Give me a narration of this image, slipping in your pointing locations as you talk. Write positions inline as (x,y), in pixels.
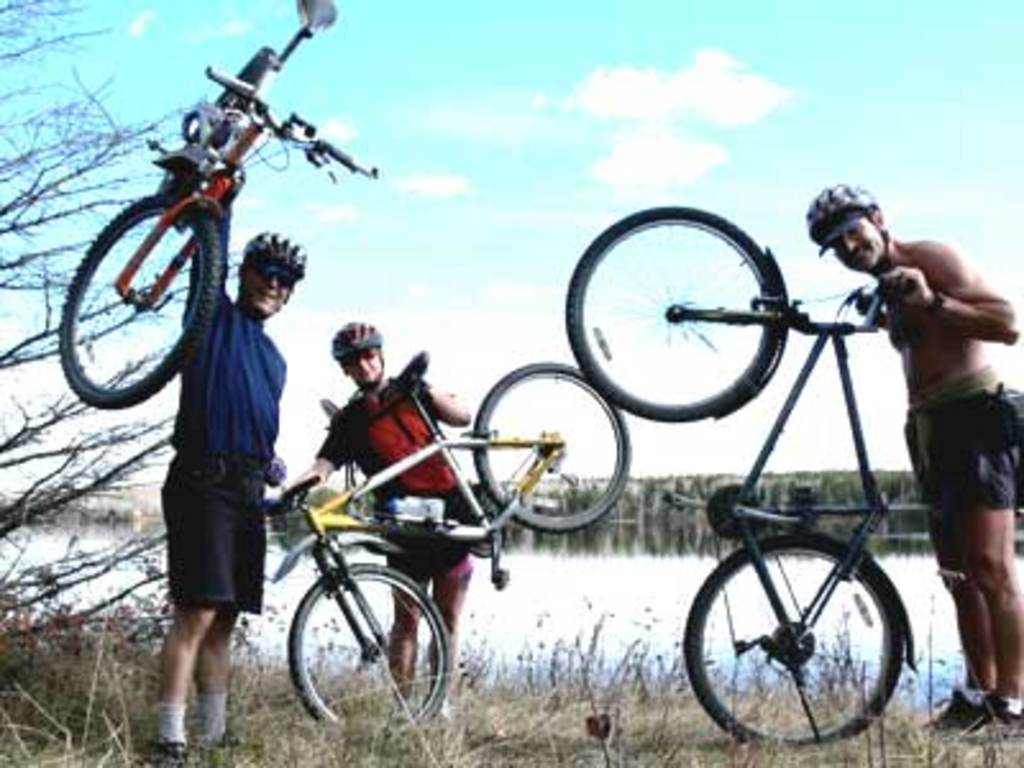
In the image we can see there are three people (915,362) wearing clothes (276,412), helmet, socks (182,723) and shoes (179,761). These are the bicycles (177,346), this is a grass (460,727), tree (35,487), plant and a cloudy sky (525,98).
